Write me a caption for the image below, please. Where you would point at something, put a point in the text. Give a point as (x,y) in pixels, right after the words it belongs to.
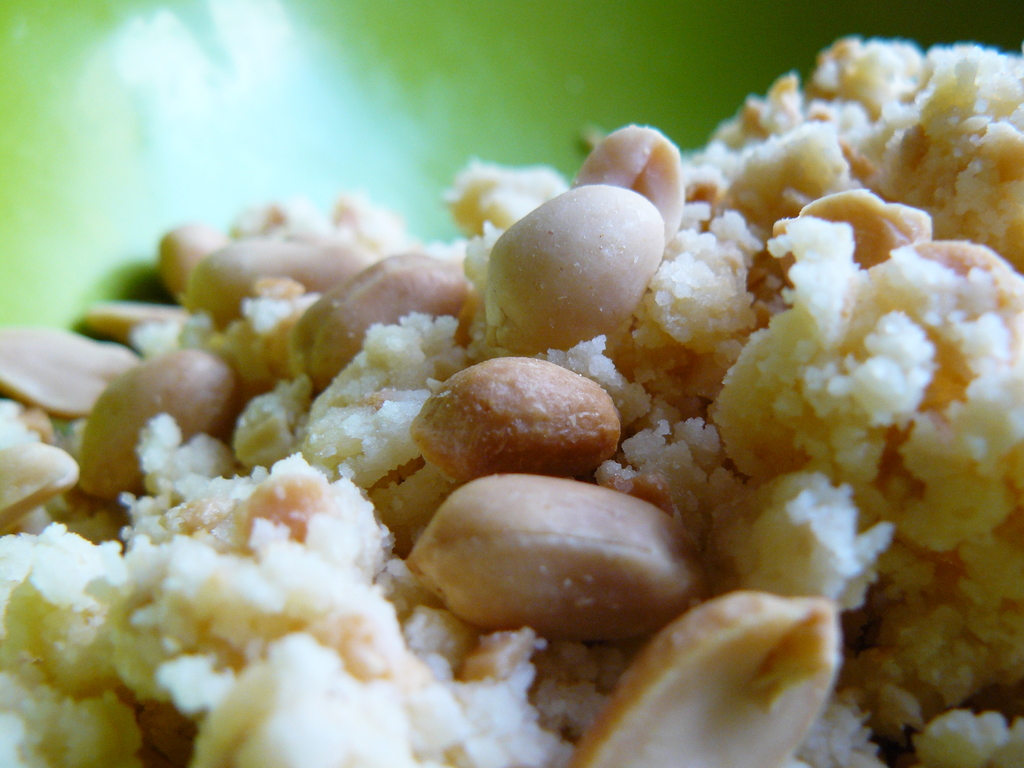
In the picture we can see a food item (435,626) on it, we can see some ground nuts (472,618) and it is placed on the green color plate (384,158).
